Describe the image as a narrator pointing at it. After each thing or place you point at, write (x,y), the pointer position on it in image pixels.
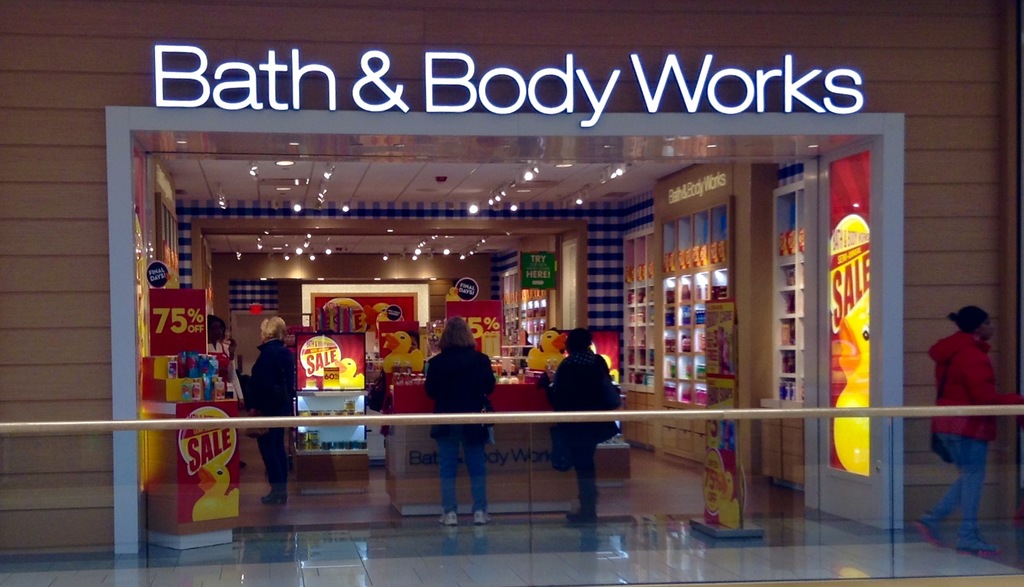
In this image we can see a shop (699,323) where three people (565,362) are standing. Right side of the image (964,381) one lady (964,451) is walking, she is wearing red jacket (973,397) with jeans (976,472).
